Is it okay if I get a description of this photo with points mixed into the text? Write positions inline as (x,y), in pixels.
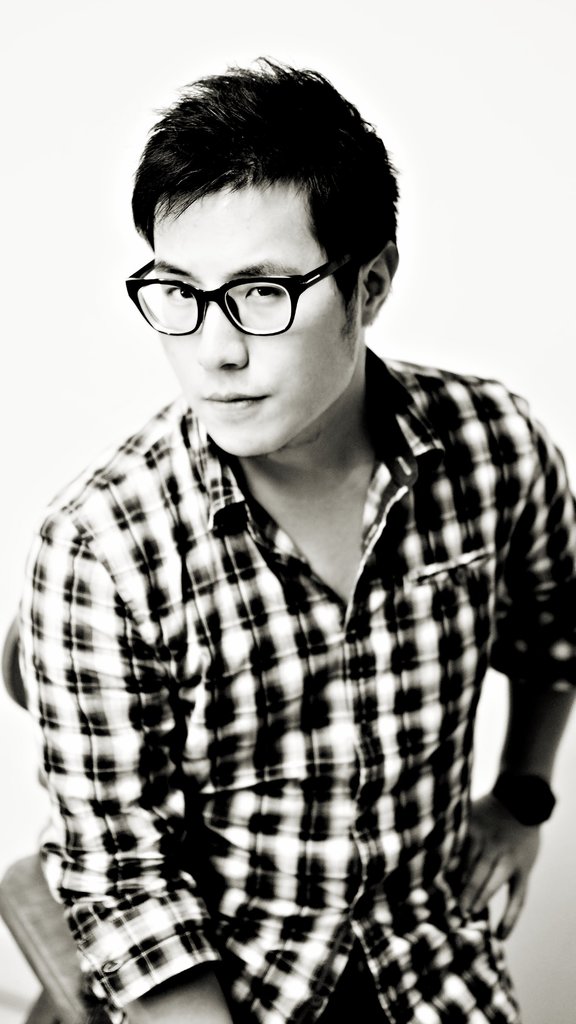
This is a black and white image. We can see a person (257,340) wearing spectacles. We can also see the background (497,301) and an object (45,982).
